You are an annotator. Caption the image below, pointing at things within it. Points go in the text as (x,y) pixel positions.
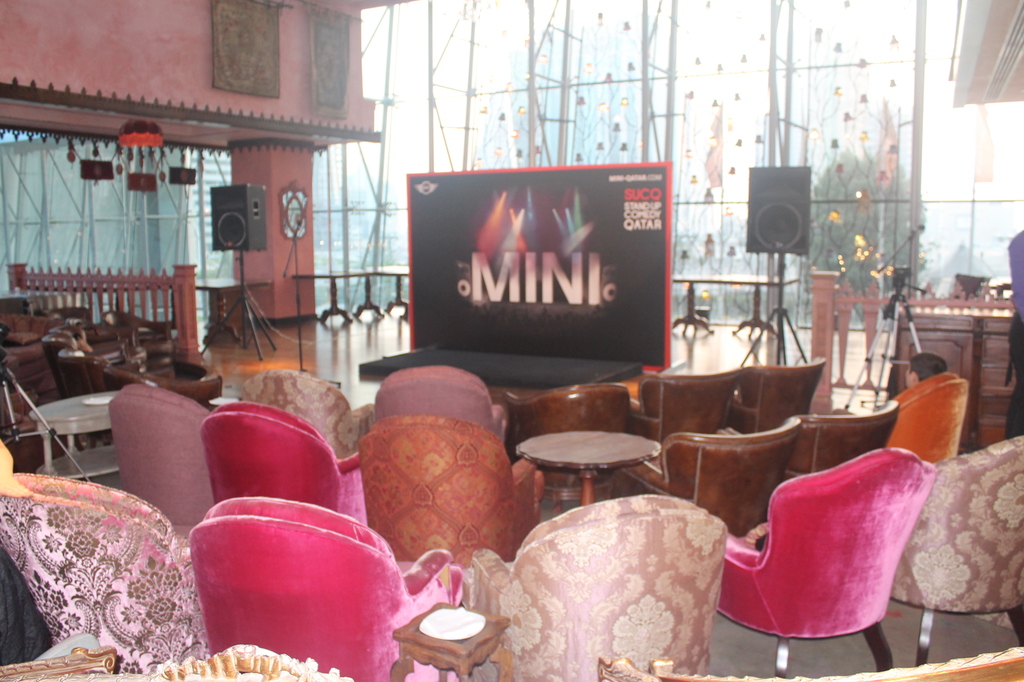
In this picture I can see number of chairs (336,550) in front (170,639) and in the middle of this picture (629,230) I see the speakers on both the sides and I see a board (464,343) on which there is something written and on the right of this image (918,377) I see 2 persons (1018,274) and in the background (145,117) I see the decoration (154,143).
